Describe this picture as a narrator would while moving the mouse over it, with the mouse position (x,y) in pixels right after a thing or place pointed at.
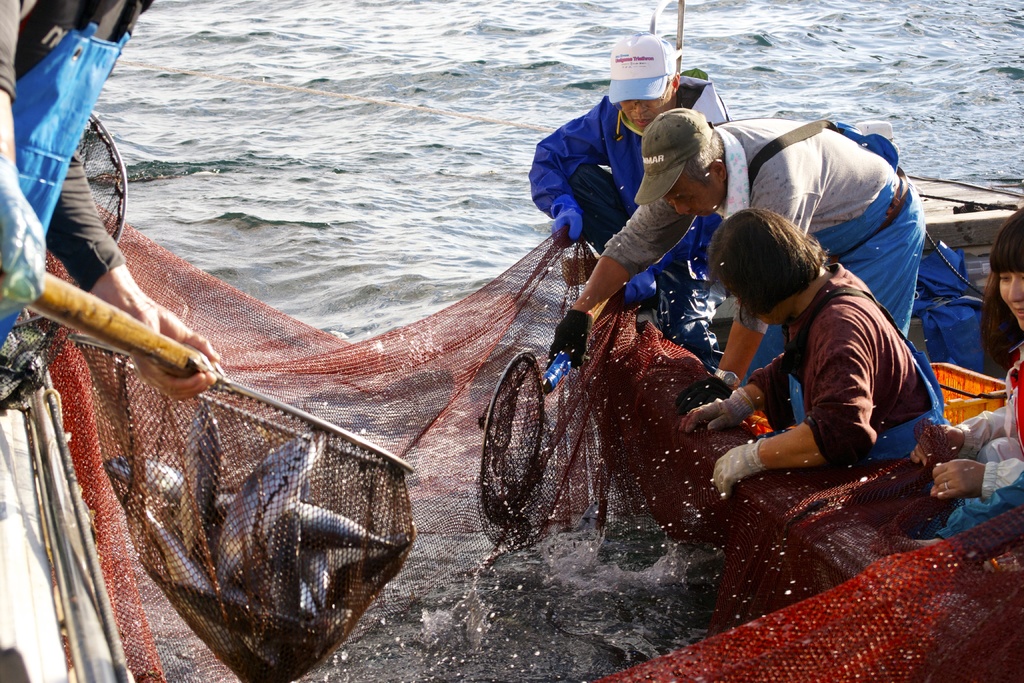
In this image we can see the sea (522,110), two boats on the sea (725,55) truncated, some objects (969,324) on the boat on the bottom right side of the image (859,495), one red color net (814,550), two persons (604,271) holding fishing nets (242,562) with handles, one woman (1006,485) sitting on the boat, one man (692,326) in blue dress (684,245) sitting on the boat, one person (801,401) in kneeling position, one man (896,252) bending, one person (14,169) truncated on the left side of the image (34,242) and some fishes (254,543) in the net (197,596) on the left side of the image (311,462).
